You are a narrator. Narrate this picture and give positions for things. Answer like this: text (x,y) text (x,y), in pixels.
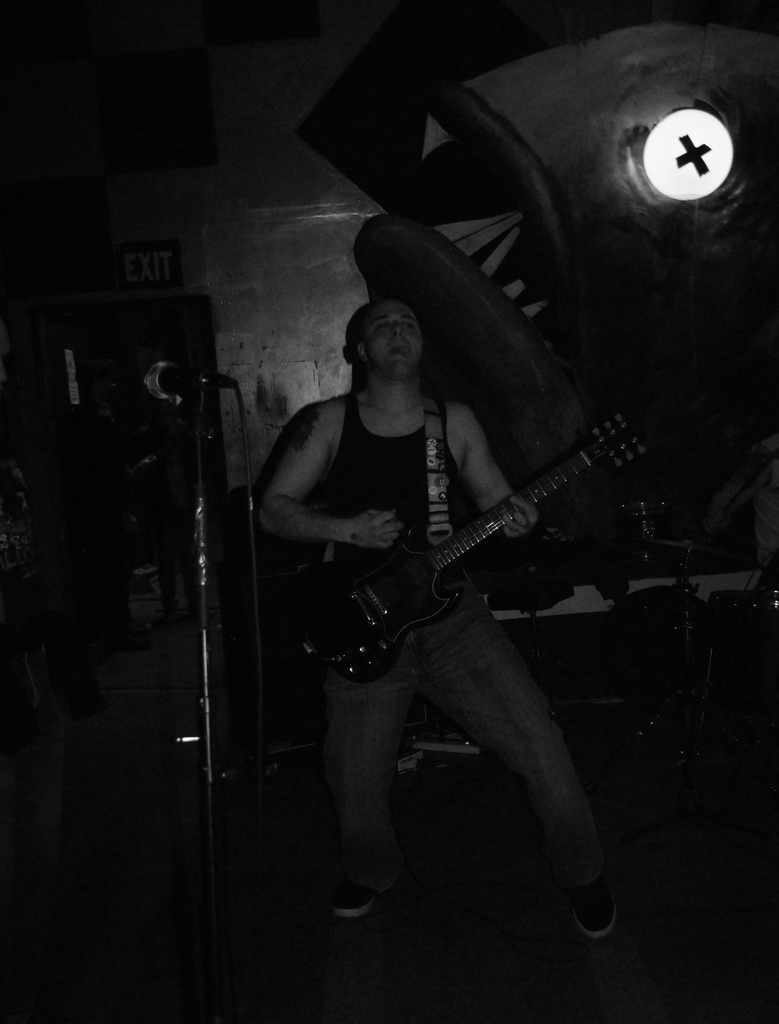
In the image we can see there is a person (412,698) who is standing and holding guitar (419,586) in his hand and over here there is mic (213,382) with a stand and the image is in black and white colour.
